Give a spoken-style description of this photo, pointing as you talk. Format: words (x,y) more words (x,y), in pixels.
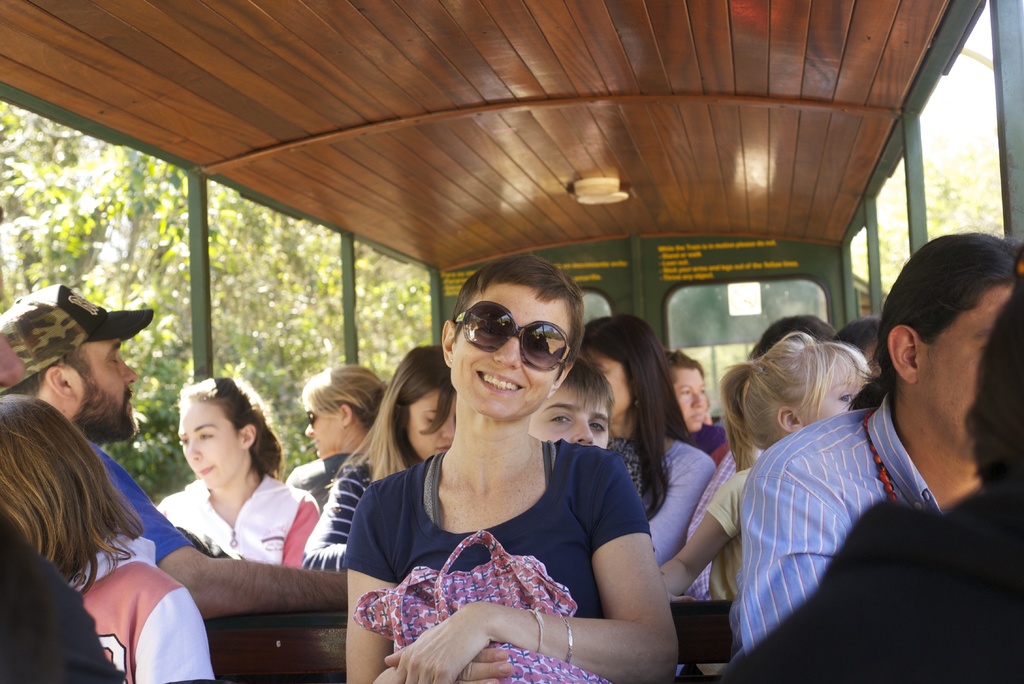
In this picture there is a women (566,632) wearing blue color t-shirt (569,450) with black sunglasses (529,359) and holding a colorful bag (443,596) in the hand (476,654), smiling and giving a pose into the camera. Behind we can see a group of people (699,412) sitting in the open tour train (343,53). In the background (177,467) there are some trees (177,468).
